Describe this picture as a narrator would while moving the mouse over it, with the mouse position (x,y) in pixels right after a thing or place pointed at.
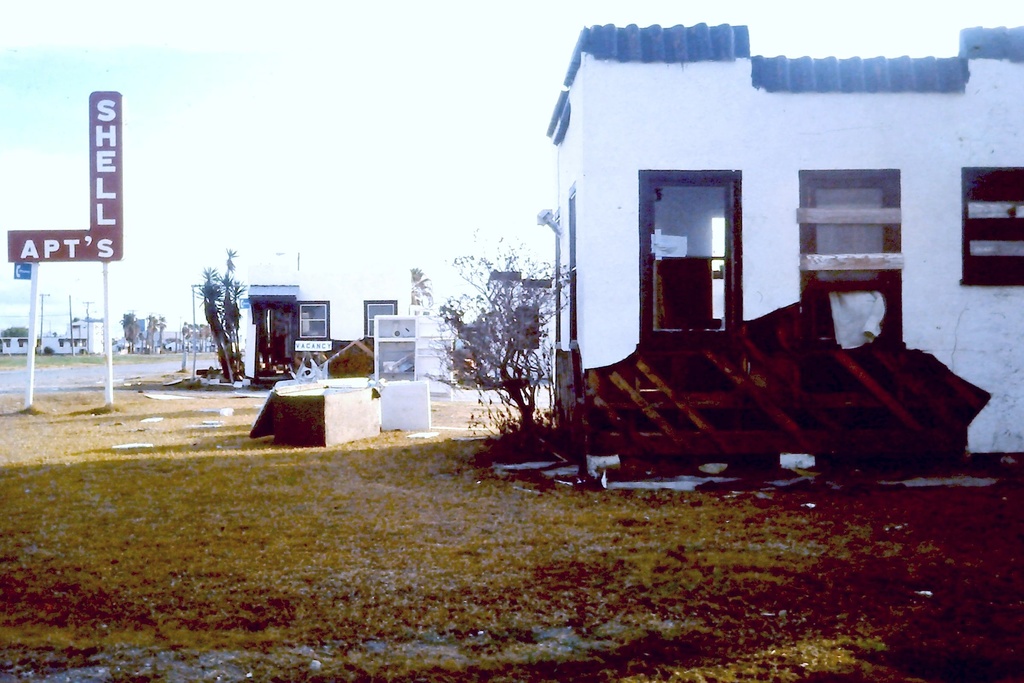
This looks like a house (776,278), which is demolished. These are the windows (685,256). Here is the grass (383,546). This looks like a name board (87,248), which is attached to the poles (30,299). I think these are the kind of houses (360,322). I can see the trees (222,348). This is a road (58,376).
